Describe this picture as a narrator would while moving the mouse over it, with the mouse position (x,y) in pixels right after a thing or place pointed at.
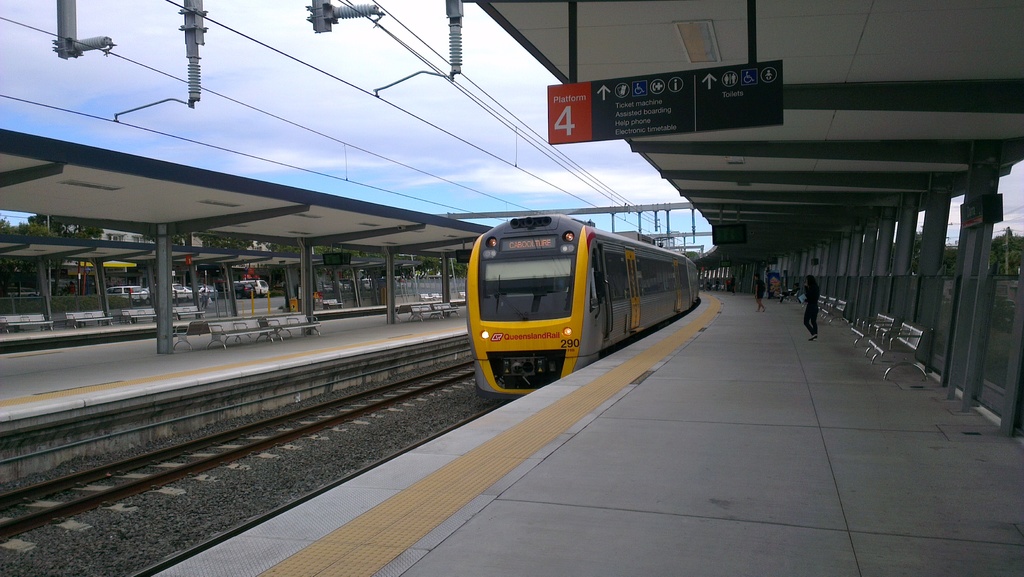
In this picture we can see a train (481,348), beside this train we can see a railway track (451,403), platforms (589,492), benches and people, here we can see name boards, vehicles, electric poles (615,213), wires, trees (459,277), metal objects (424,282) and some objects (422,298) and we can see sky (403,121) in the background (368,126).
